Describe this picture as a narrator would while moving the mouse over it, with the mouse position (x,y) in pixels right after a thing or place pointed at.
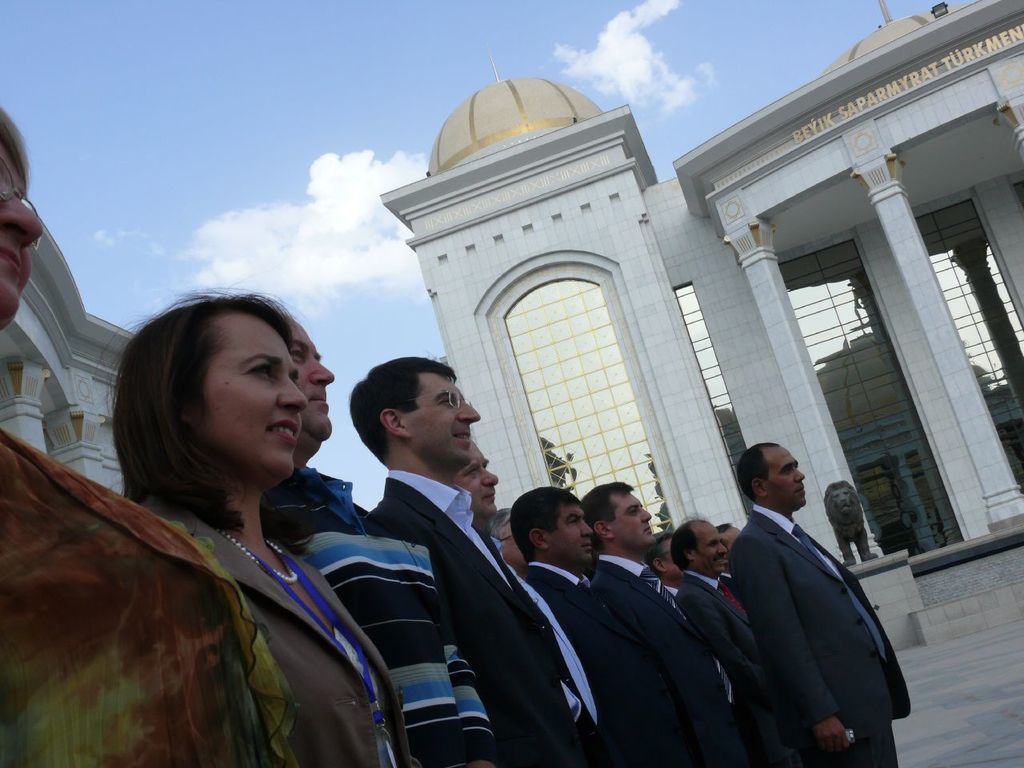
In this image I can see few people (440,516) standing and wearing different color dress (242,581). I can see buildings (722,264), pillars (911,271) and statue (847,499). The sky (382,172) is in blue and white color.
